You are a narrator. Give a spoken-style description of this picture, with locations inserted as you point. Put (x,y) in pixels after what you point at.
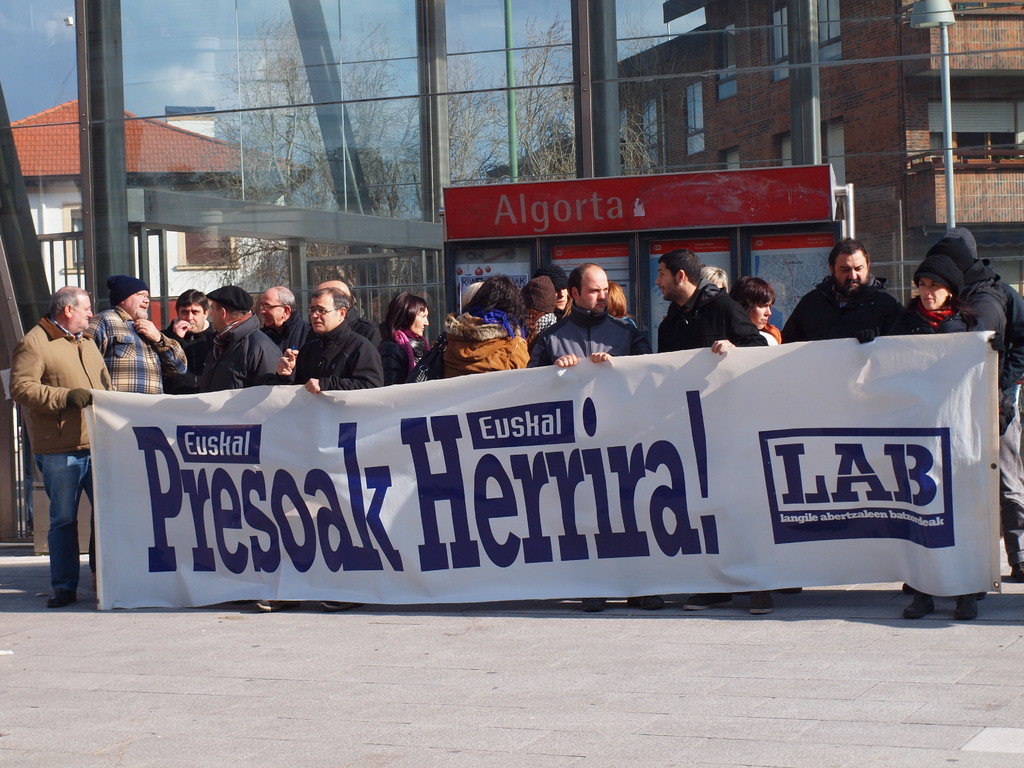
In the center of the image (558,320) we can see a few people (558,320) are standing and they are in different costumes (428,347). Among them, we can see a few people (345,361) are holding a banner (318,403). On the banner (420,466), we can see some text (460,451). In the background (172,243), we can see the sky (218,63), trees (460,149), buildings (839,40), windows (839,40), banners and one pole (510,140).
